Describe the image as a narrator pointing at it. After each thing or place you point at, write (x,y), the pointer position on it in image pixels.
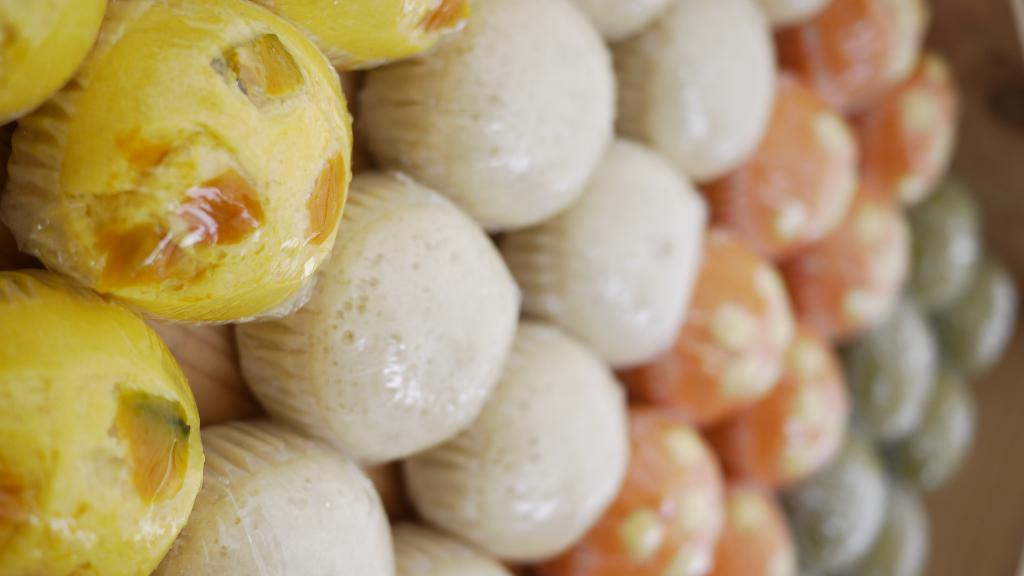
In this image we can see the close view of the food item (336,501) which are in yellow color, white color, orange color, and in green color. This part of the image is slightly blurred.
